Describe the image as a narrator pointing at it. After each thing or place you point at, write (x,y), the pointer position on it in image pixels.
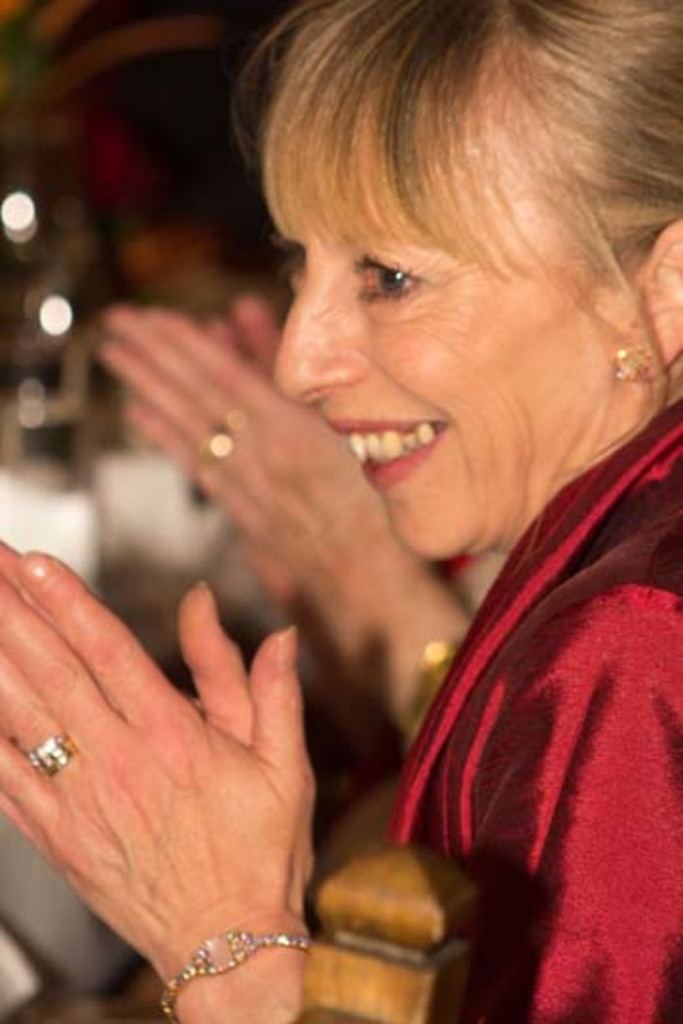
In this image we can see a woman (634,818) clapping and behind her we can also see a human hand (186,360).
